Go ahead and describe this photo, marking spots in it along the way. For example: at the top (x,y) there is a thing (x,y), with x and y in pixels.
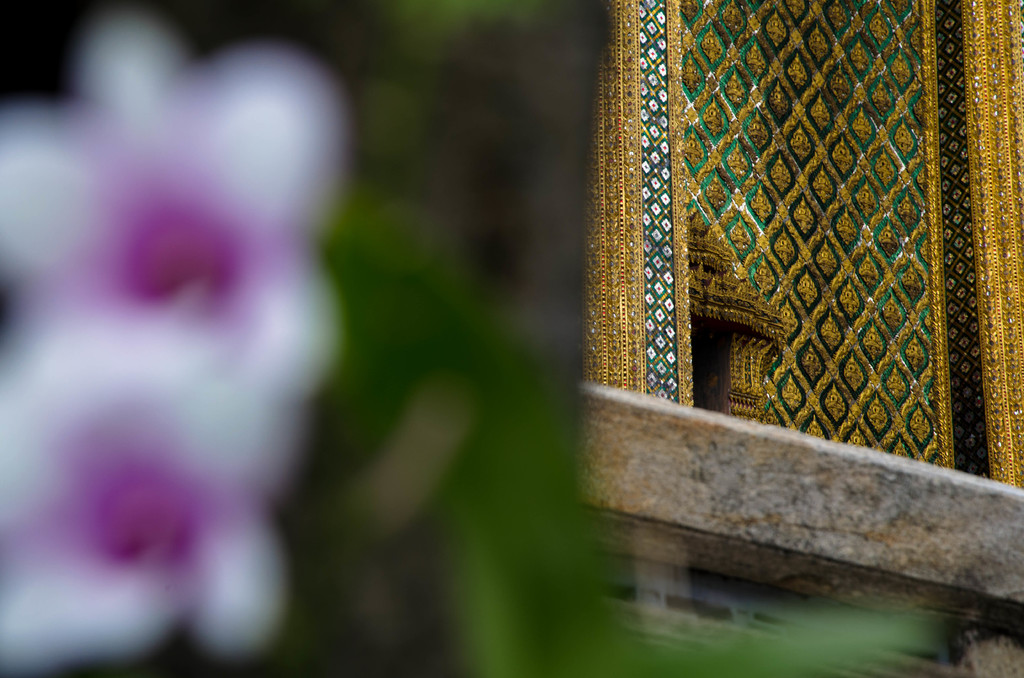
In this image we can see a decorated wall (800,296).
